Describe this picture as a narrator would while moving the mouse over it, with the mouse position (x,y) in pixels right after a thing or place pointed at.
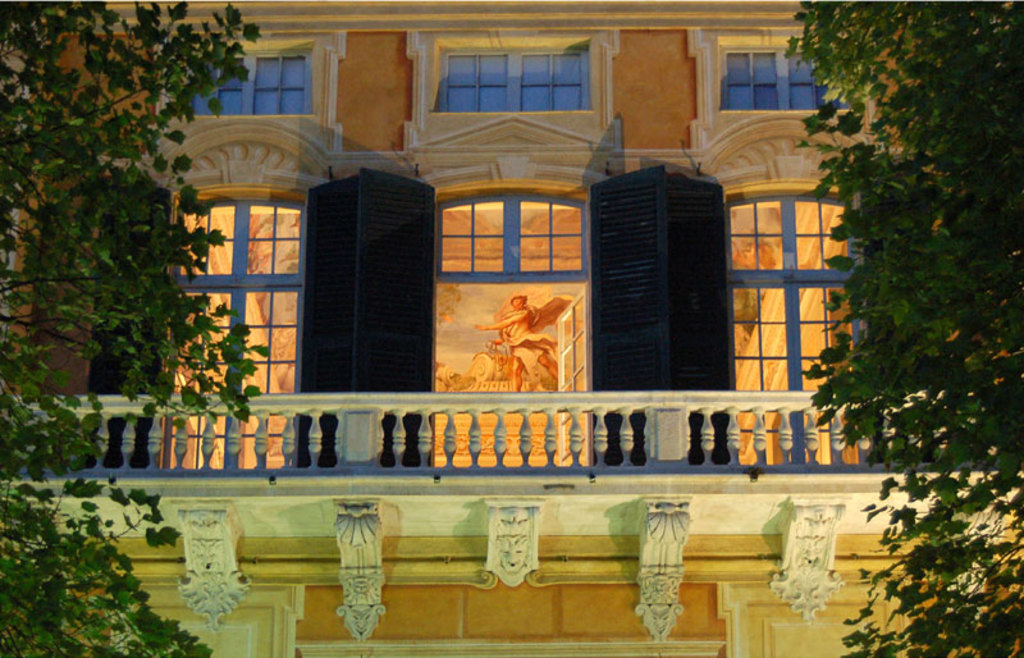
In this image I can see few trees (30,23) on both the sides and in the background (270,242) I can see a building (477,330) and I see 2 black color things (621,281).
